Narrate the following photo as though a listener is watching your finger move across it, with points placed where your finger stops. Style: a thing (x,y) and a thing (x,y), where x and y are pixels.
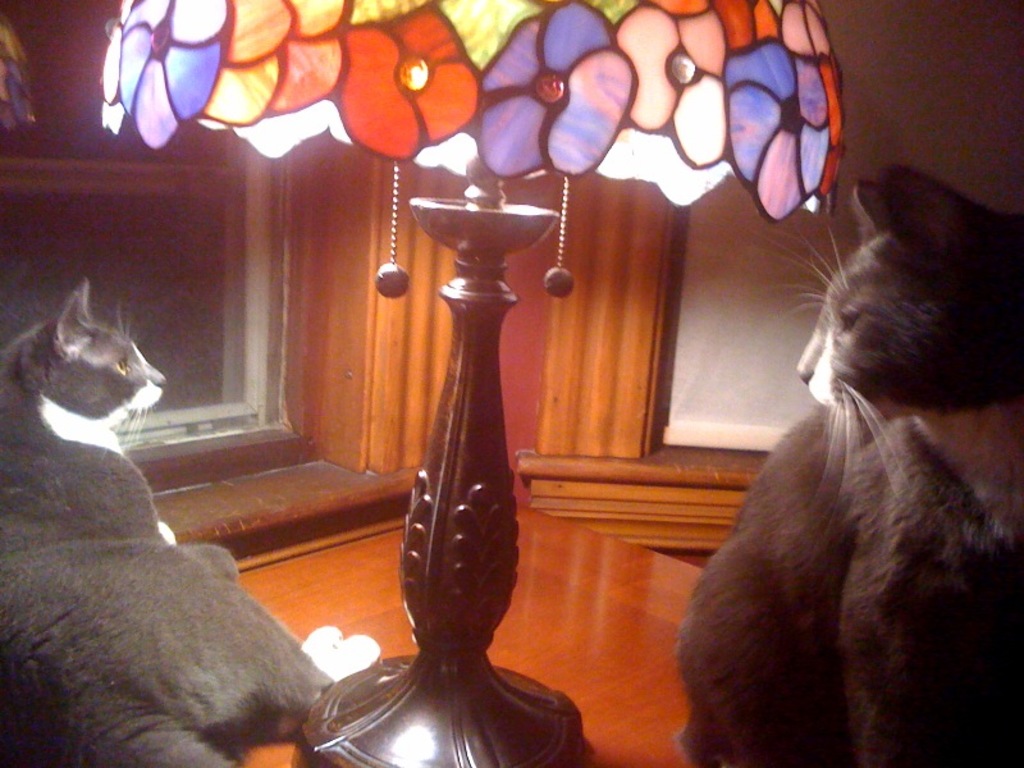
In the picture we can see a two cats (4,541) sitting on the wooden table (334,564) and the middle of it, we can see a lamp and in the background (209,197) we can see a wooden wall (403,340) with a window (248,219).
